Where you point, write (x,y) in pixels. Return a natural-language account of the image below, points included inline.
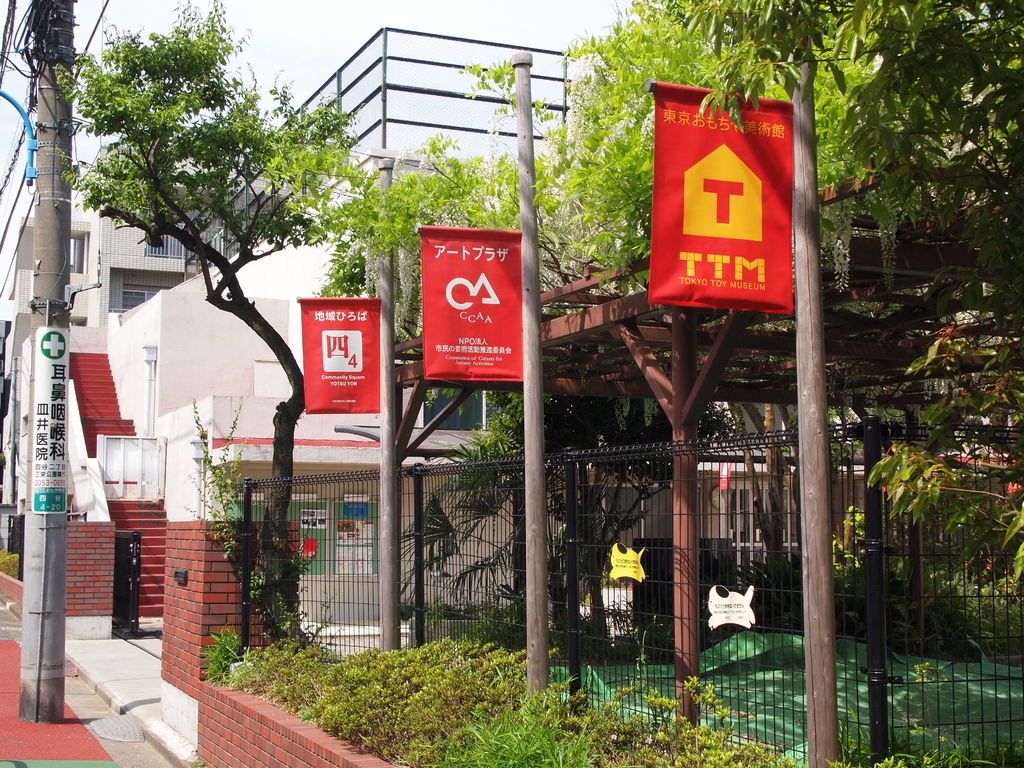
In this image in the middle (445,479), there are trees (546,511), poles (811,504), fence (417,583), plants (468,609), buildings (317,430), electric poles (51,350), cables (37,40), posters (736,142), sky (286,80).
